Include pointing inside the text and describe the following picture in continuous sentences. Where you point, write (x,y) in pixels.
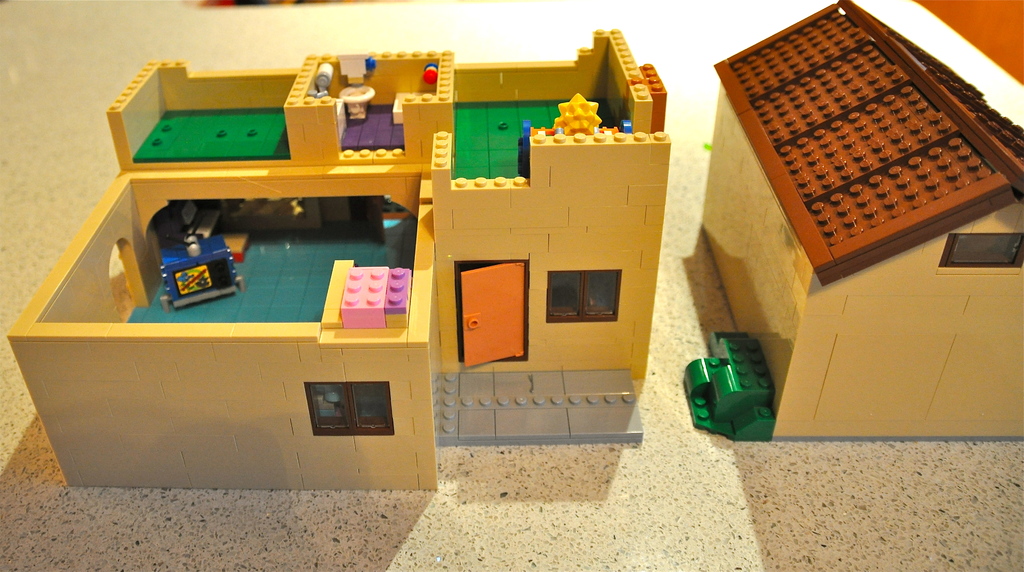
In this image I can see two houses (935,227) with Lego (653,285). There are in different colors and I can see few objects (365,275) inside. They are on the surface (630,496).
